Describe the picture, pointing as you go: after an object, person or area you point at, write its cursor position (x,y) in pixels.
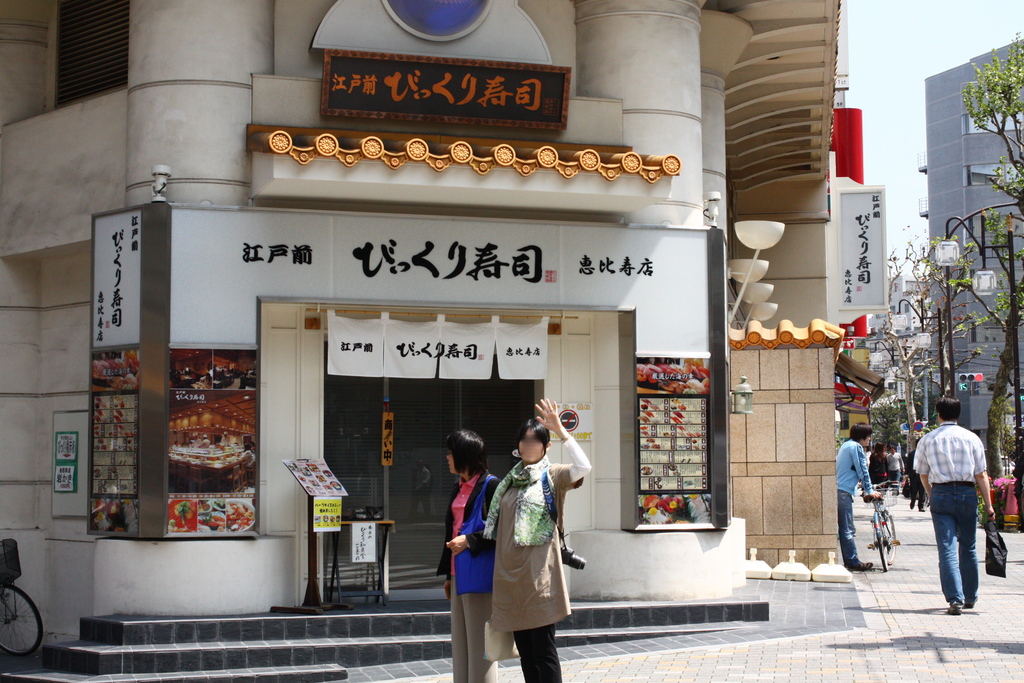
In this image there is the sky (911,35) towards the top of the image (913,20), there is a building (951,159) towards the right of the image (979,200), there is a building (354,191) towards the left of the image (259,242), there are boards (428,230), there is text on the boards (312,268), there are group of persons (917,442) walking, there is a bicycle (881,524), there are two women (525,528) standing towards the bottom of the image (500,533), there is a tree (999,98) towards the right of the image (992,259), there are poles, there are lights (957,250), there is a wheel (25,611) towards the left of the image (16,626), there is ground (806,637) towards the bottom of the image (870,649), there are objects (830,579) on the ground (855,585).
